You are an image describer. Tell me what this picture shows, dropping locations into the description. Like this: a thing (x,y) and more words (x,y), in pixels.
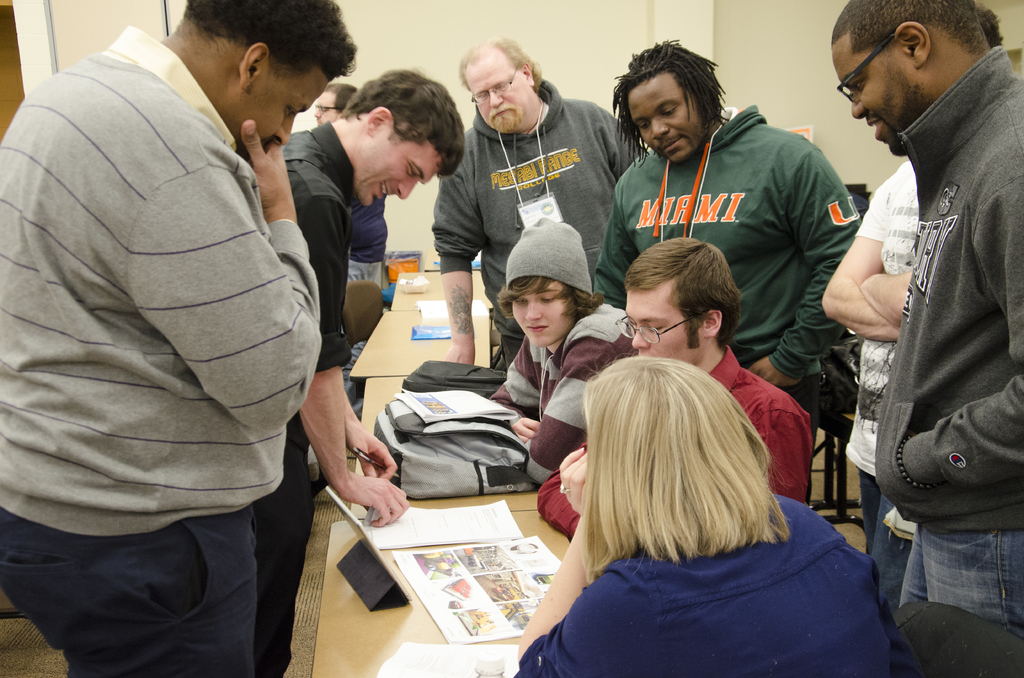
In this picture we can see three persons (668,451) are sitting and seven persons (859,246) are standing, there are tables (405,316) in the middle (421,306), we can see papers (453,583), a board (389,571) and bags (446,369) on these tables (440,346), in the background (542,26) there is a wall (599,15).
